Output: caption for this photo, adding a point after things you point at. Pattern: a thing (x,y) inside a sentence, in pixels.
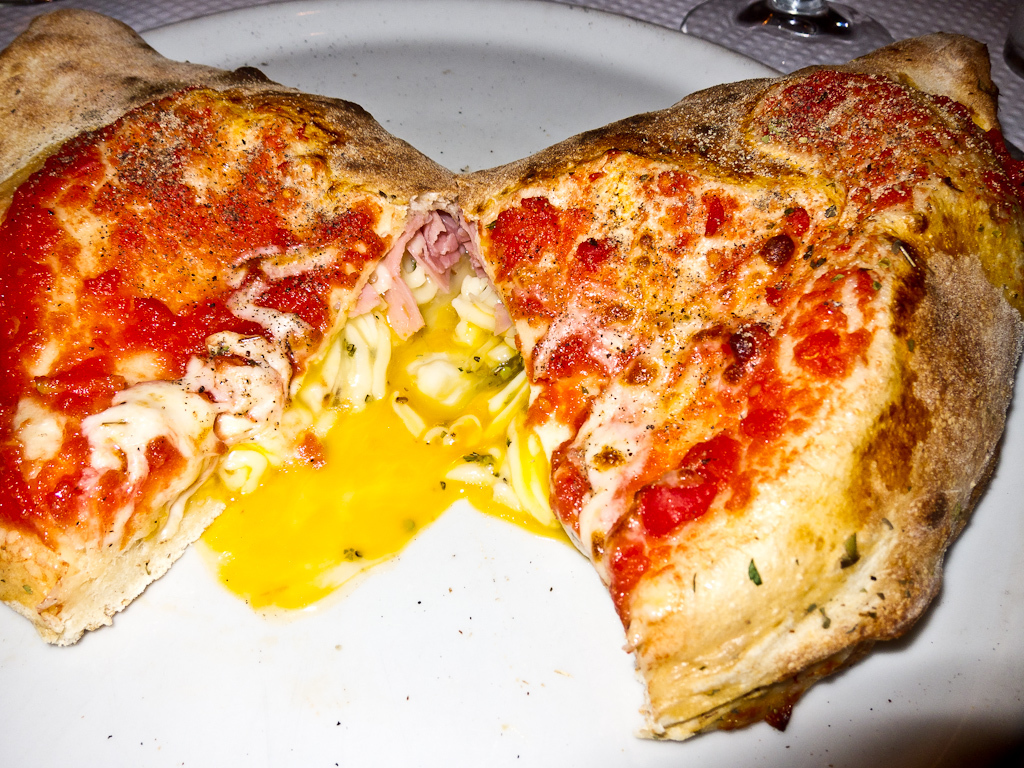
In this image at the bottom (360,684) there is one plate (505,719), in that plate (273,724) there are some food items (525,397) and in the background (784,42) there are glasses (844,47).
